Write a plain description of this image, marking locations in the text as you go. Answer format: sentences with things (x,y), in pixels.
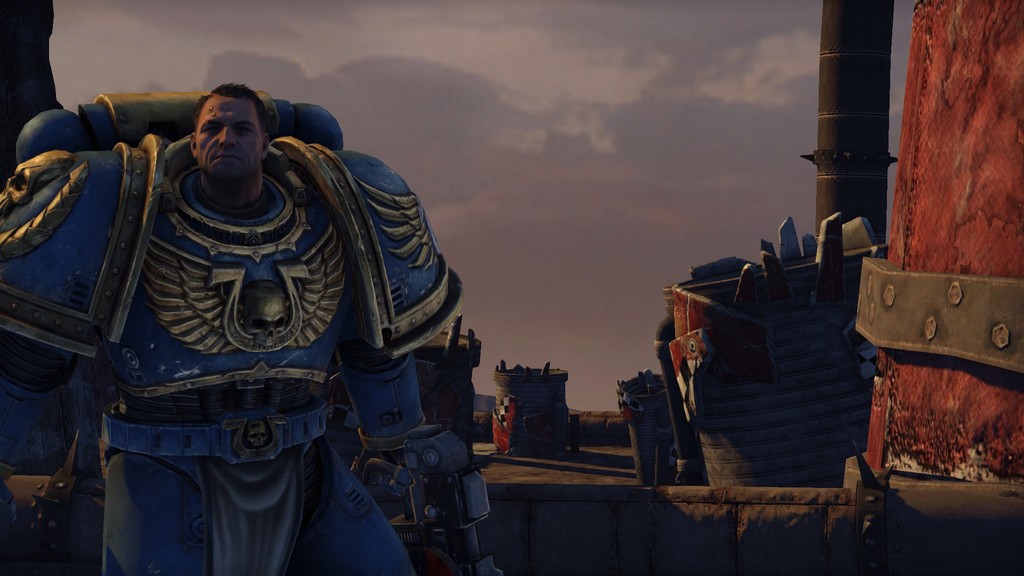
It is a graphical image. On the left side of the image (275,315) we can see a person (204,312) is standing and he is in a different costume (232,283). In the background (512,80), we can see the sky (531,79), clouds (628,230) and a few other objects (691,333).
